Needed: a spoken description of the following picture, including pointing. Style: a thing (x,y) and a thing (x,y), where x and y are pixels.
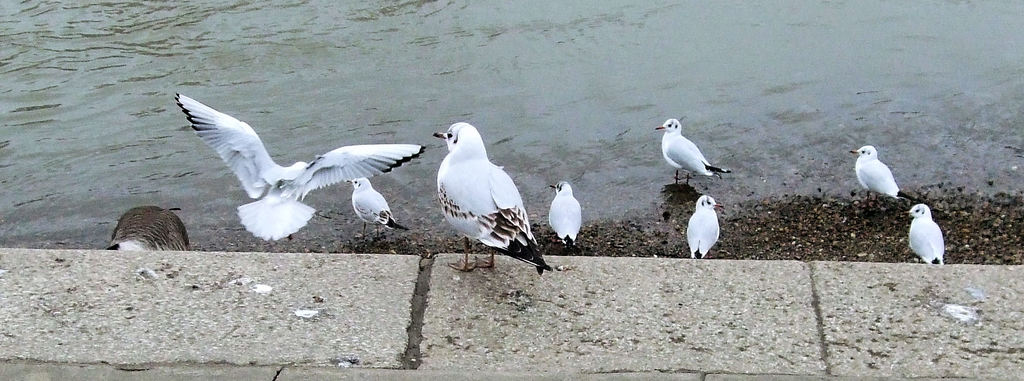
Here we can see birds (551,206) and this is water (339,76).
